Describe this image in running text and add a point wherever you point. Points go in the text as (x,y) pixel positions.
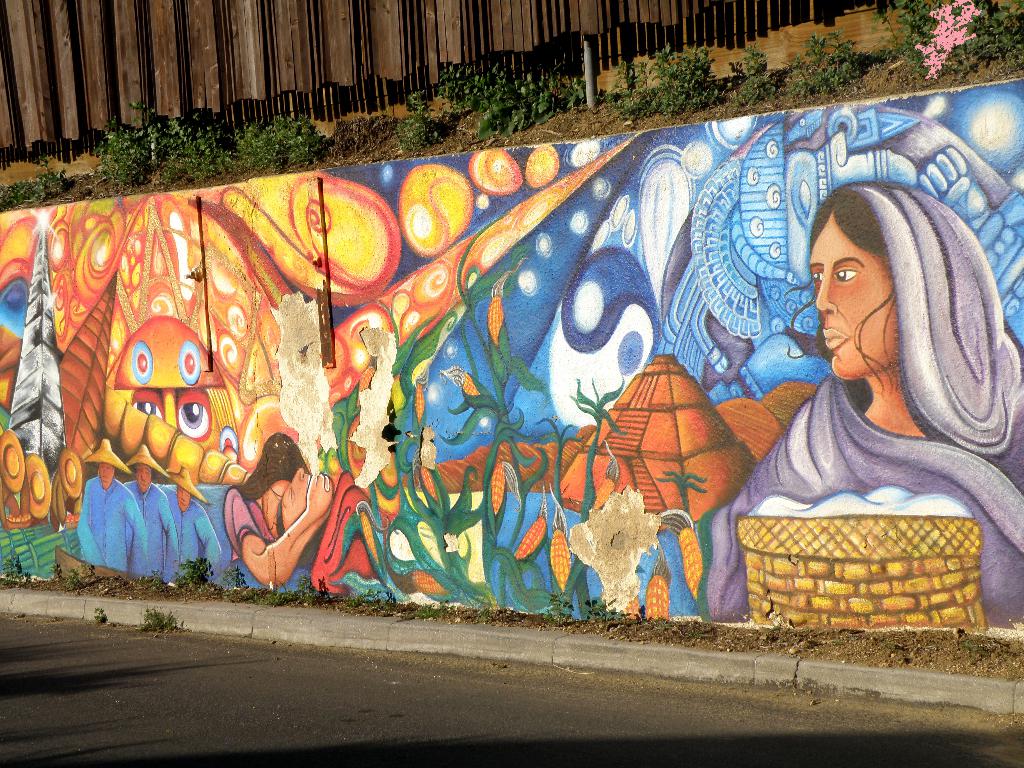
In the image there is a wall (654,299) and there are beautiful paintings (605,419) on the wall (561,483), above the wall (292,216) there are small plants (478,88).
